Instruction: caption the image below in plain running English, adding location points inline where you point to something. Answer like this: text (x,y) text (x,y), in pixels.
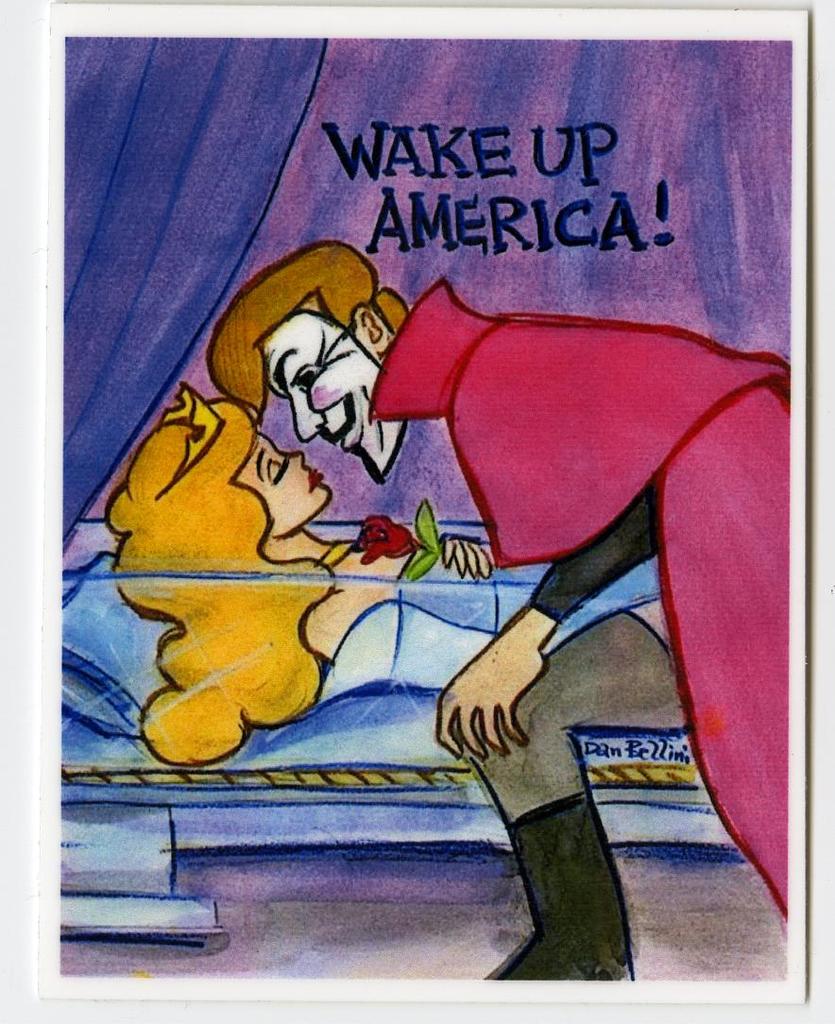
In this image there is a painting (330,551) of a person (497,403) placed his head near to the woman's face (267,509), she is sleeping on the bed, above them there is some text (609,217), beside the bed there is a curtain (119,379).
